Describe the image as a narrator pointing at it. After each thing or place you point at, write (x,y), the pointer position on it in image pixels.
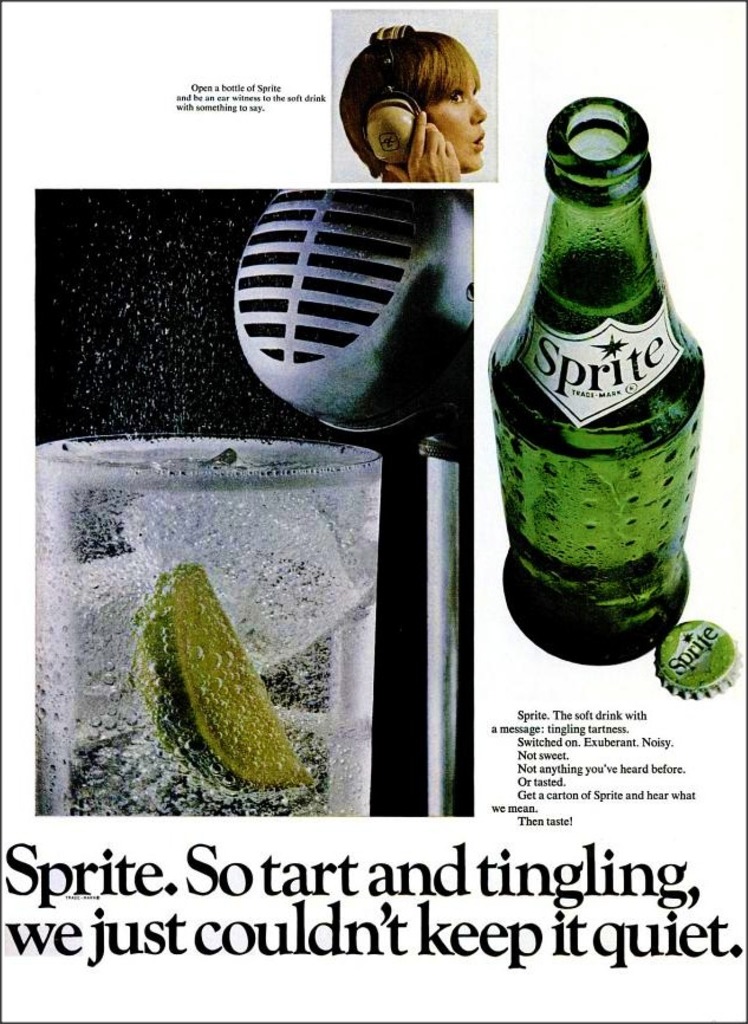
This picture describes a poster (674,658). There is a woman (365,74) who is wearing a headphone (396,110) on the top (411,101). There is a sprite (574,475) and a cap (696,652) on the right (661,394). On the left (76,623) there is a glass (96,573) with some ice (218,547) and lemon (198,661) in a water (142,526). And we can see a material (393,313) in the center of the image (439,533). On the bottom (57,946) we can read that ' we just couldn't keep it quiet'.
